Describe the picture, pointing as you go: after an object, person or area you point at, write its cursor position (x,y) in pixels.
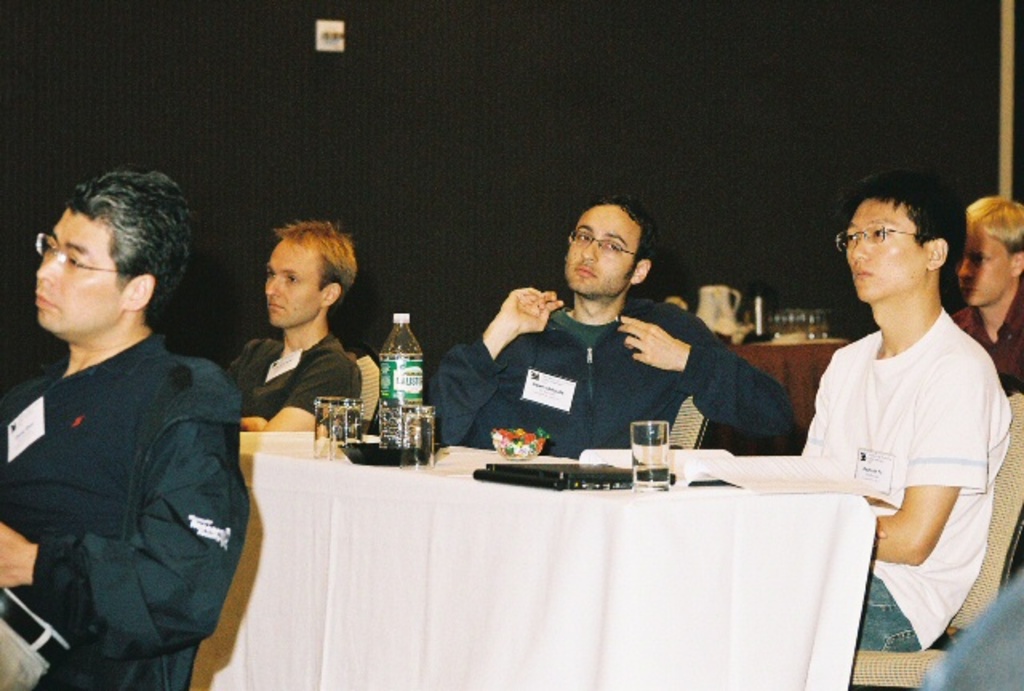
In the middle (588,338) there is a man (572,396), he wear blue jacket (589,384) and spectacles (602,243), he is staring at something, he is sitting on the chair (688,412). In the middle (607,460) there is a table (556,499) on that table (609,529) there is a book (740,472), glass (662,481), bottle (400,388) and bowl (538,454). On the right (895,365) there is a man (927,402) he wear white t shirt (907,437) and trouser (889,613), he is sitting on the chair (1003,524). On the left (215,446) there is a man (187,389) he wear blue shirt (93,498), jacket (76,576) and trouser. In the background (783,349) there is a table (795,342).
